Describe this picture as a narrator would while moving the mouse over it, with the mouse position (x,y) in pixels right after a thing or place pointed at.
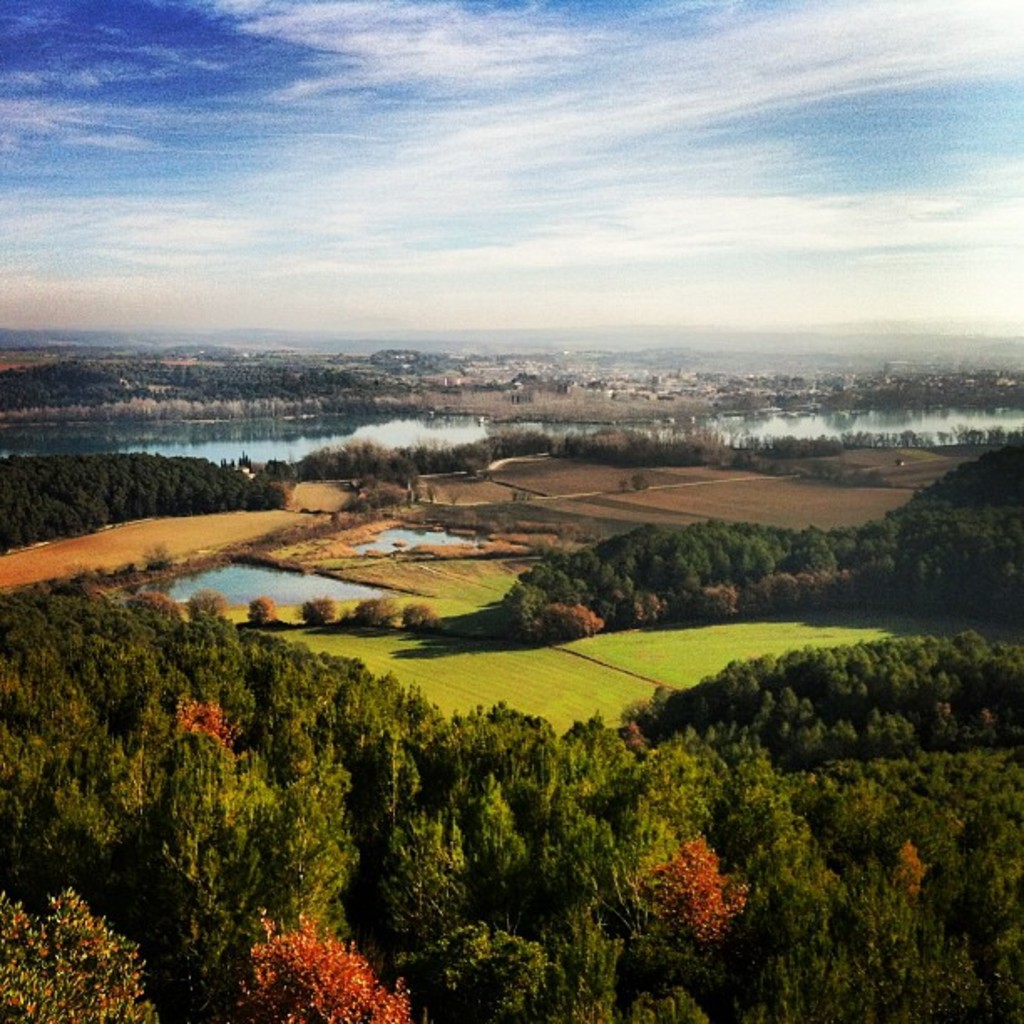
In this image I can see few trees (80,697), grass (716,662) and the water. The sky (523,197) is in blue and white color.
